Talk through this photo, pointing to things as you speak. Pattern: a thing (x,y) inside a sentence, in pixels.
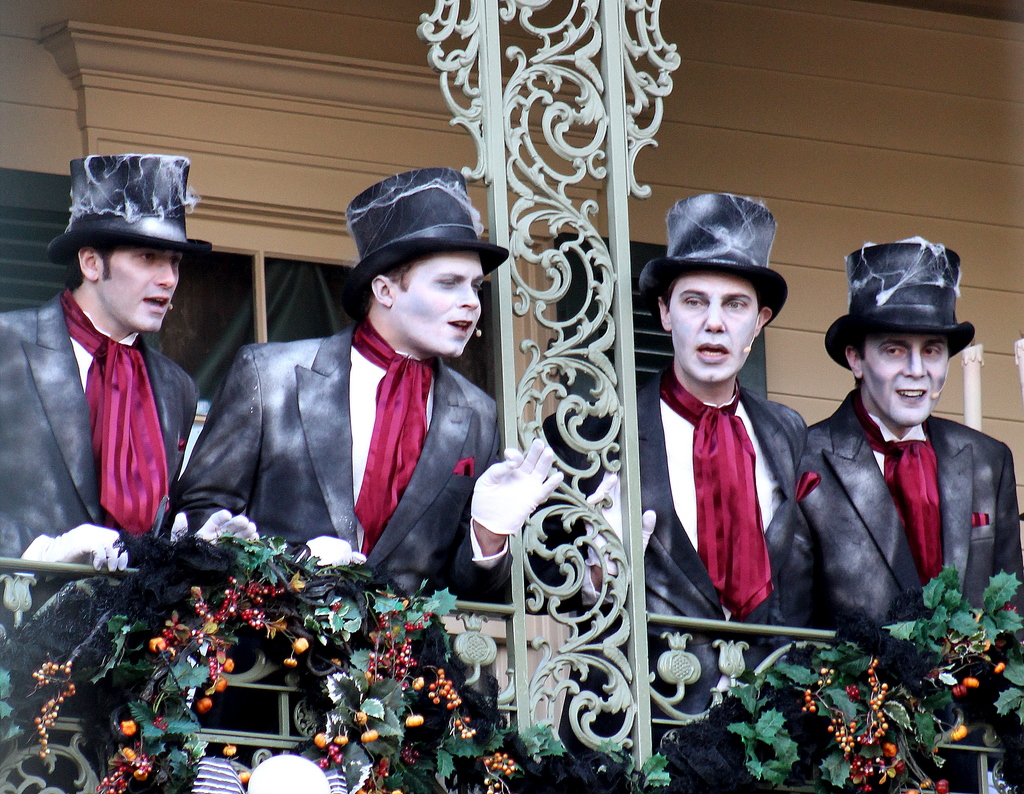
In this image, we can see people (687,290) wearing costumes (680,381), caps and gloves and are wearing mics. In the background (826,187), there is a wall (836,217) and we can see railings (559,326) and some christmas ornaments (369,669).
